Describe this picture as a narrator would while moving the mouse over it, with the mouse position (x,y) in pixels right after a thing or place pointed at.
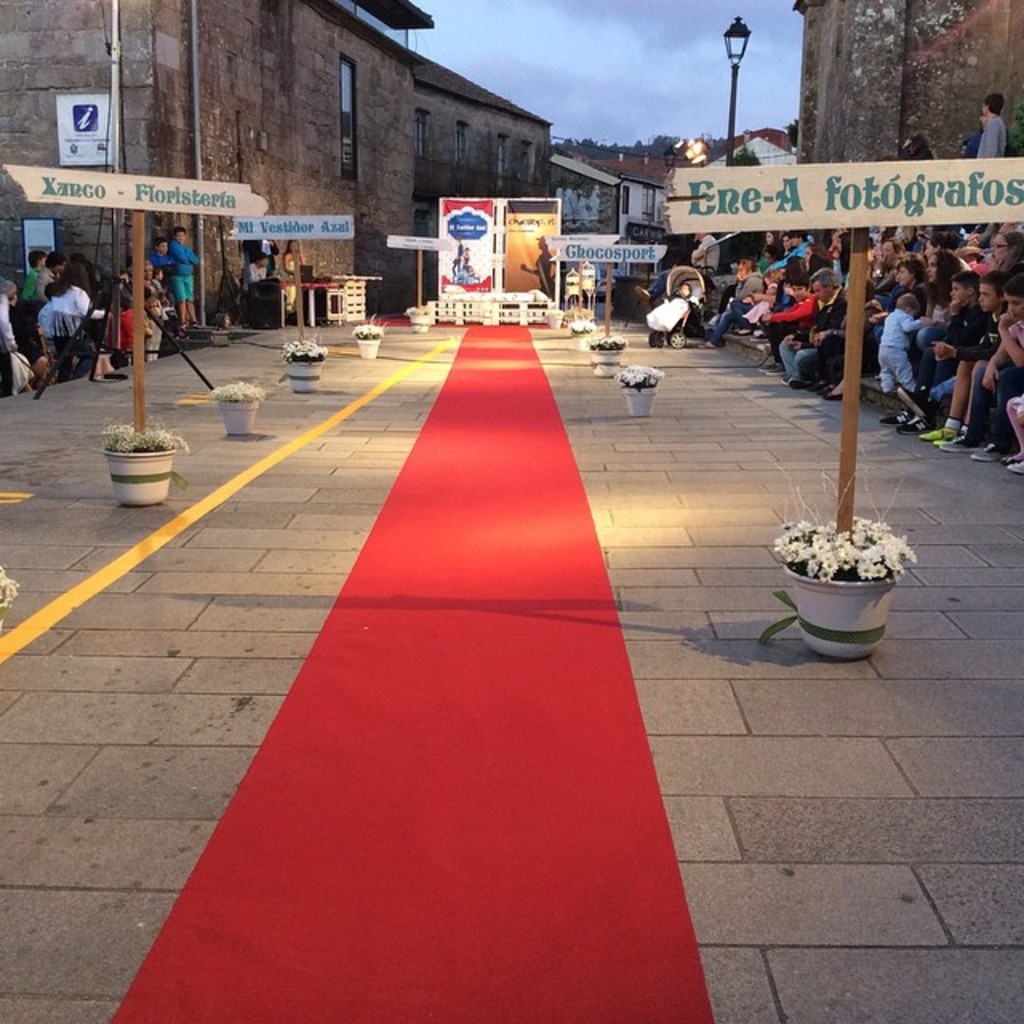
Here I can see a red color carpet (451,700) is placed on the road (193,595). On both sides of this there are few flower pots (823,563) placed and also I can see few boards (136,200). On both sides of the road (268,329) there are many people (908,346) sitting. In the background (301,155), I can see few buildings (531,120). At the top of the image (585,64) I can see the sky (580,54).
